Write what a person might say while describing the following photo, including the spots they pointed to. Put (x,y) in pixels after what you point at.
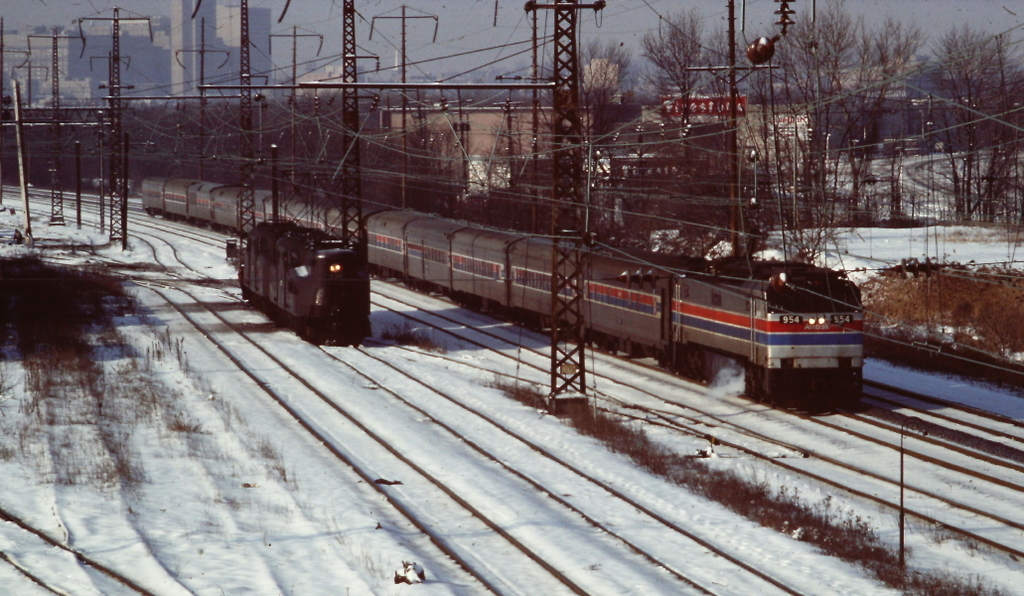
In the foreground (734,264) I can see a train (389,267) and a engine (333,310) on the track (381,305). In the background (916,276) I can see wires (898,261), poles (732,231), towers (557,150) and buildings (392,125). On the top (395,49) I can see the sky (410,60). This image is taken near the track (419,498).
